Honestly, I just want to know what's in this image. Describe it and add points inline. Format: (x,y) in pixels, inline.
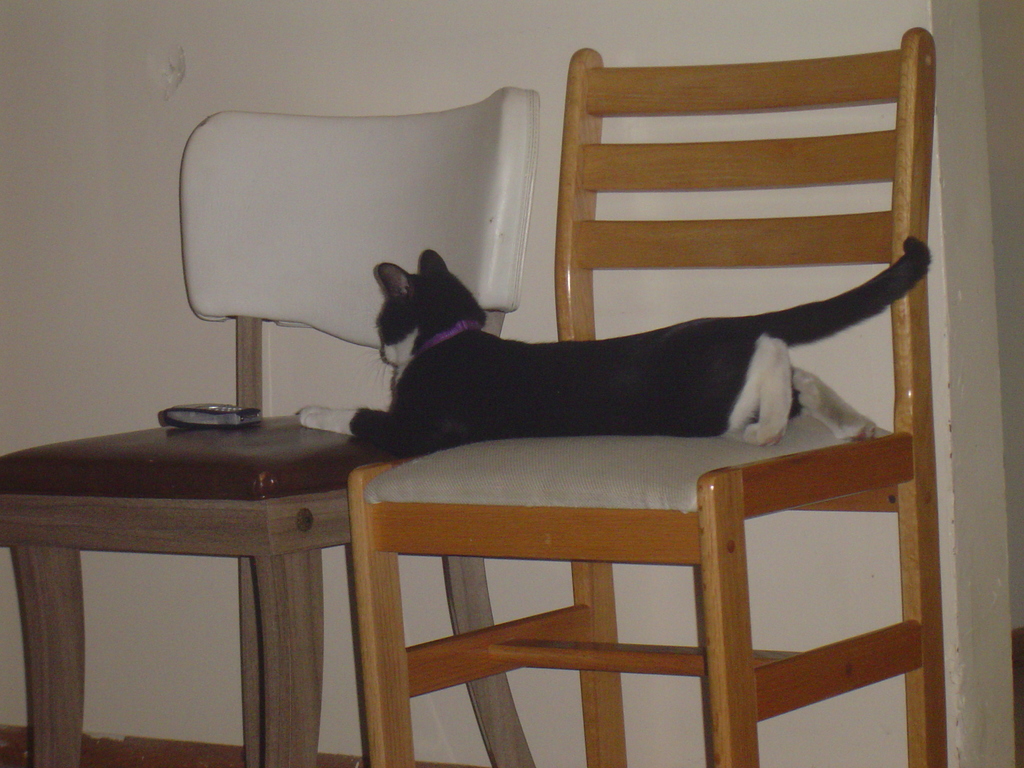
In this picture we can see two chairs (498,473) and on one chair (463,455) there is a cat (535,373) and on other chair (204,428) we have mobile (245,416) and in the background (373,30) we can see white color wall (134,200).
